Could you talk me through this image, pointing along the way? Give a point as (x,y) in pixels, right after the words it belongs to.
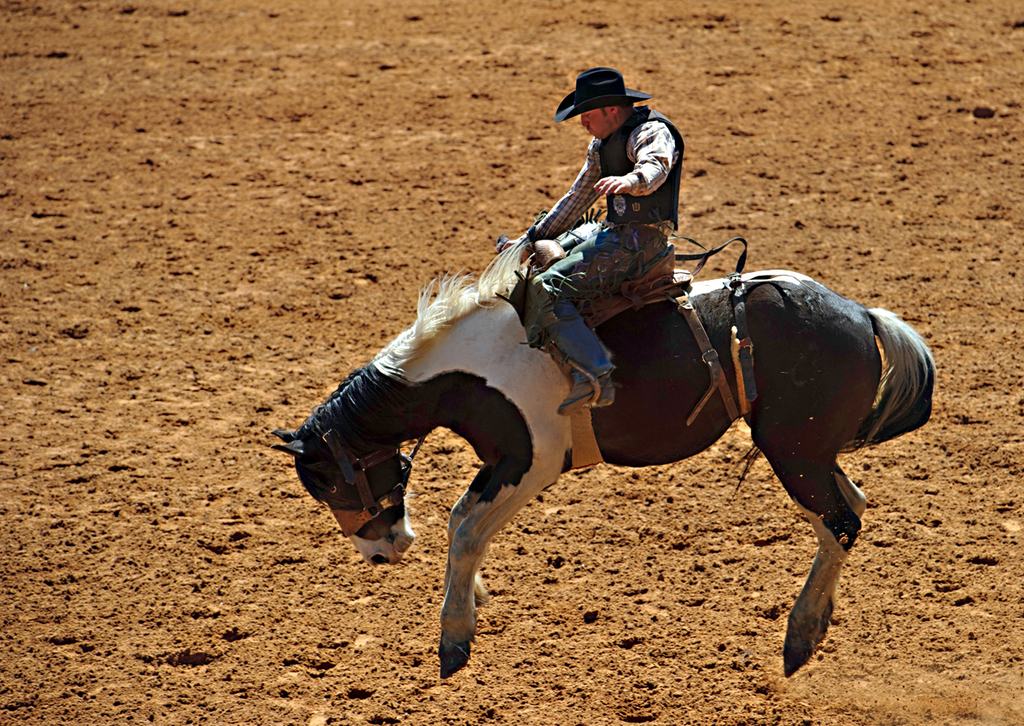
In this image we can see a person (582,179) riding on a horse (663,378), on the ground (629,71).
